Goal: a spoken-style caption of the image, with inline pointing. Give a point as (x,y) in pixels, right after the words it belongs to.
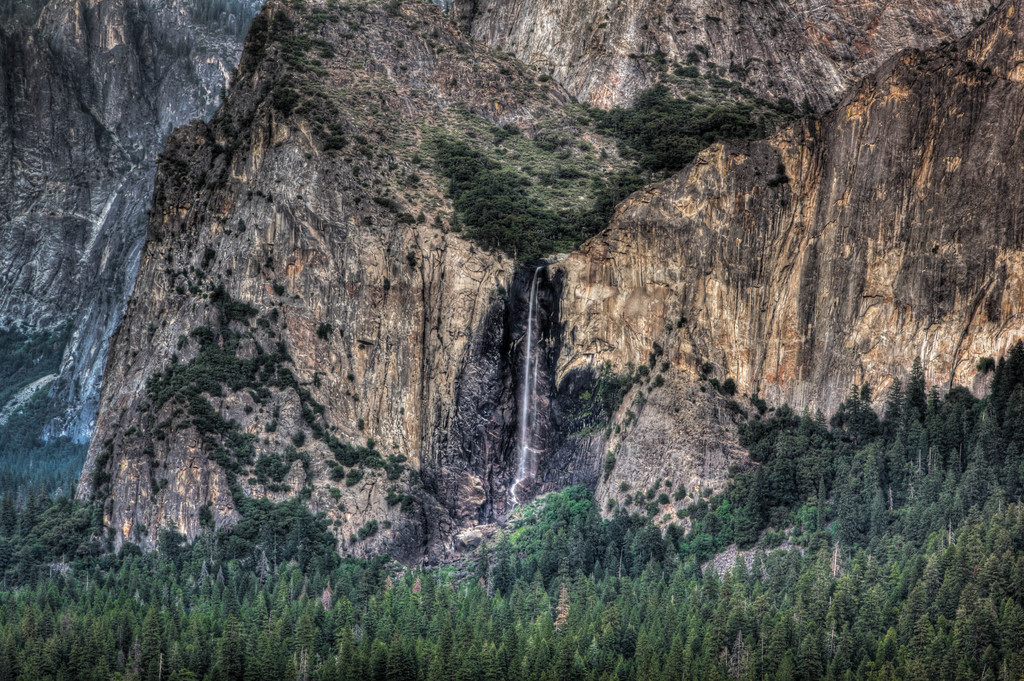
This image consists of mountains (537,448). In the middle (536,423), we can see a waterfall (525,458). At the bottom (747,627), there are plants (71,612).
